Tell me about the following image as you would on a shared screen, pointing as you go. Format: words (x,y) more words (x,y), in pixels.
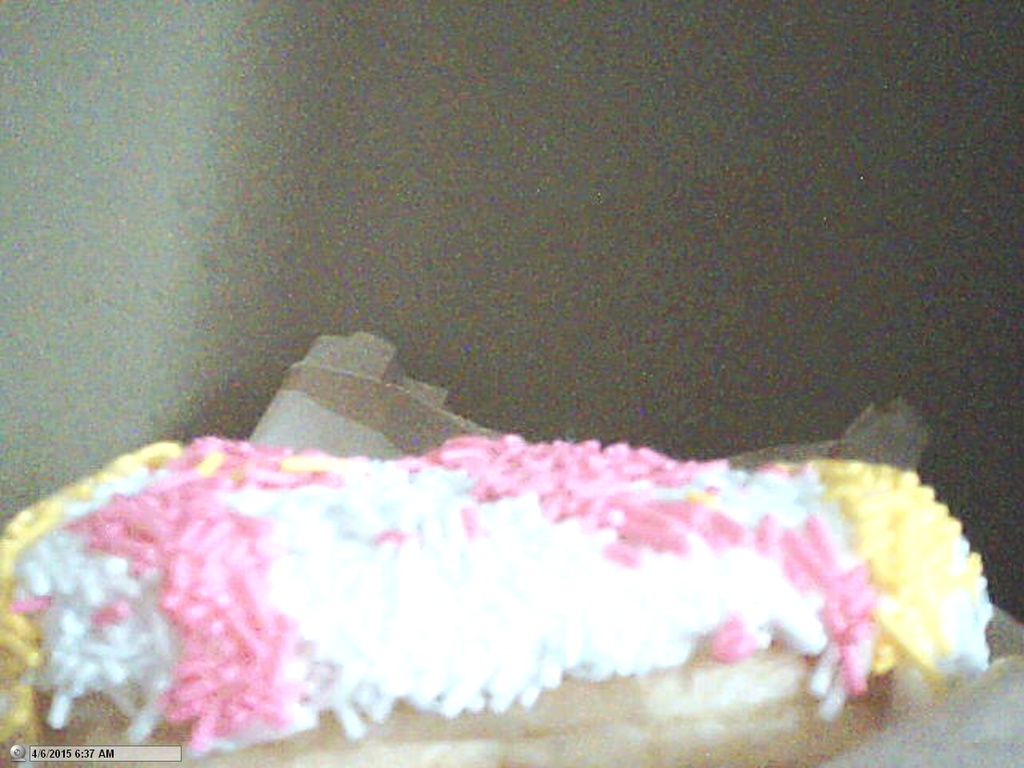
In the image we can see a doughnut (684,463).
